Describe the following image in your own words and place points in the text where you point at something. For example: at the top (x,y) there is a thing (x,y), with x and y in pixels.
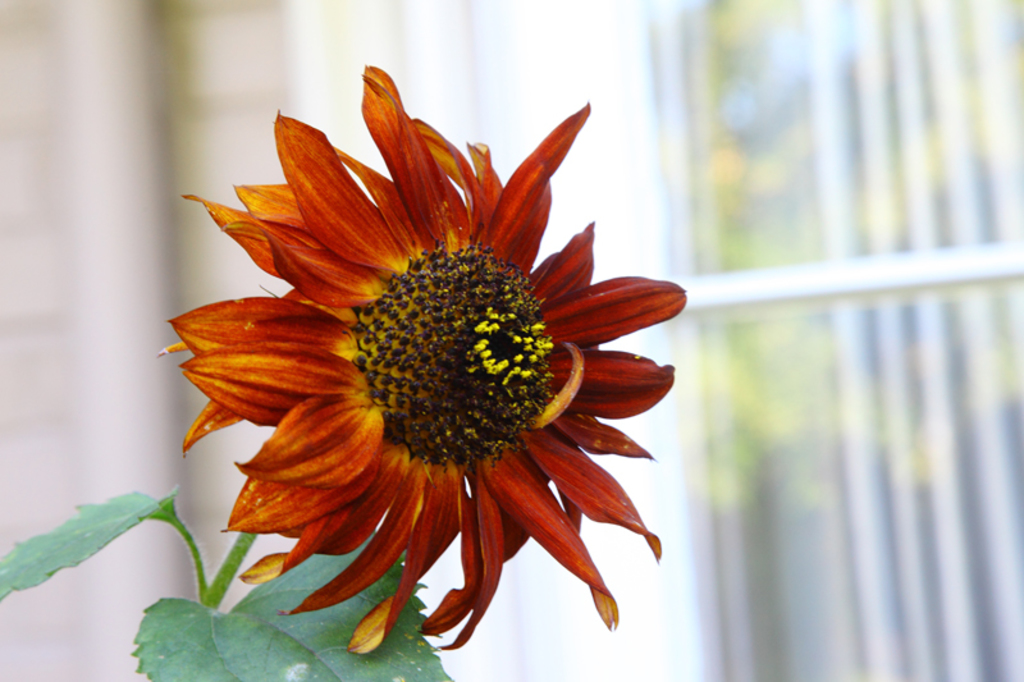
In this image we can see a flower (328,423) which is in red and yellow color combination and green color leaves (80,534). In the background of the image (122,561) is in a blur.
